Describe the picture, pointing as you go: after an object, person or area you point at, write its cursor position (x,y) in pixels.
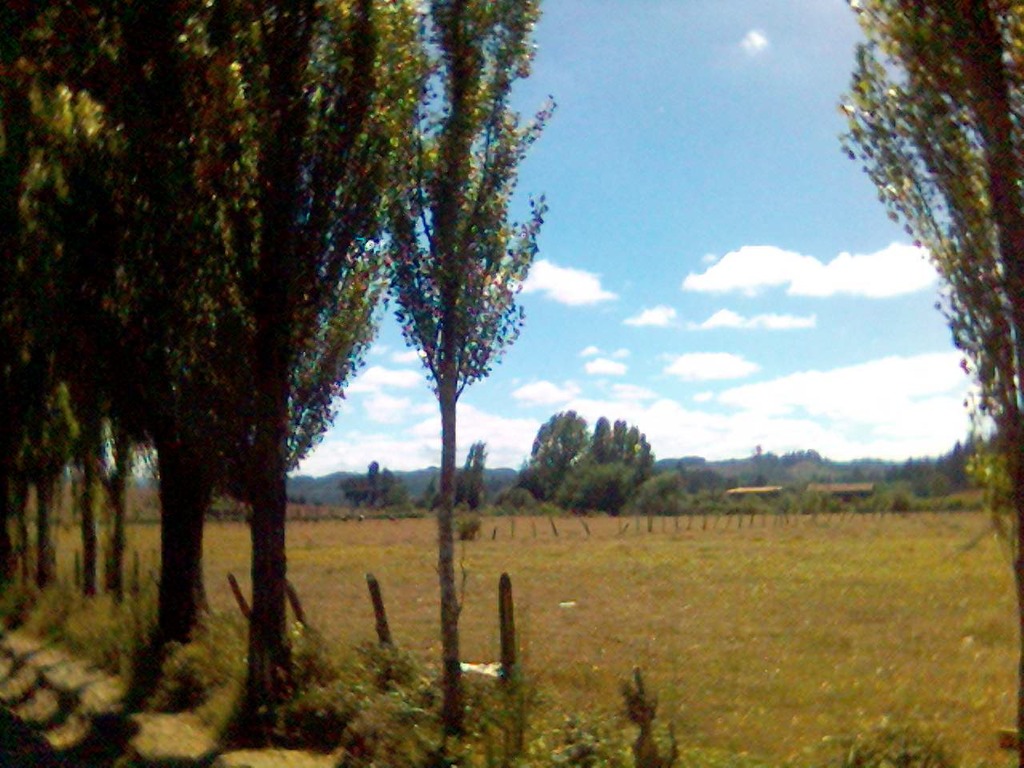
In this image, we can see some trees (381,267) and plants (366,662). There is a sky (701,423) at the top of the image (600,69).
